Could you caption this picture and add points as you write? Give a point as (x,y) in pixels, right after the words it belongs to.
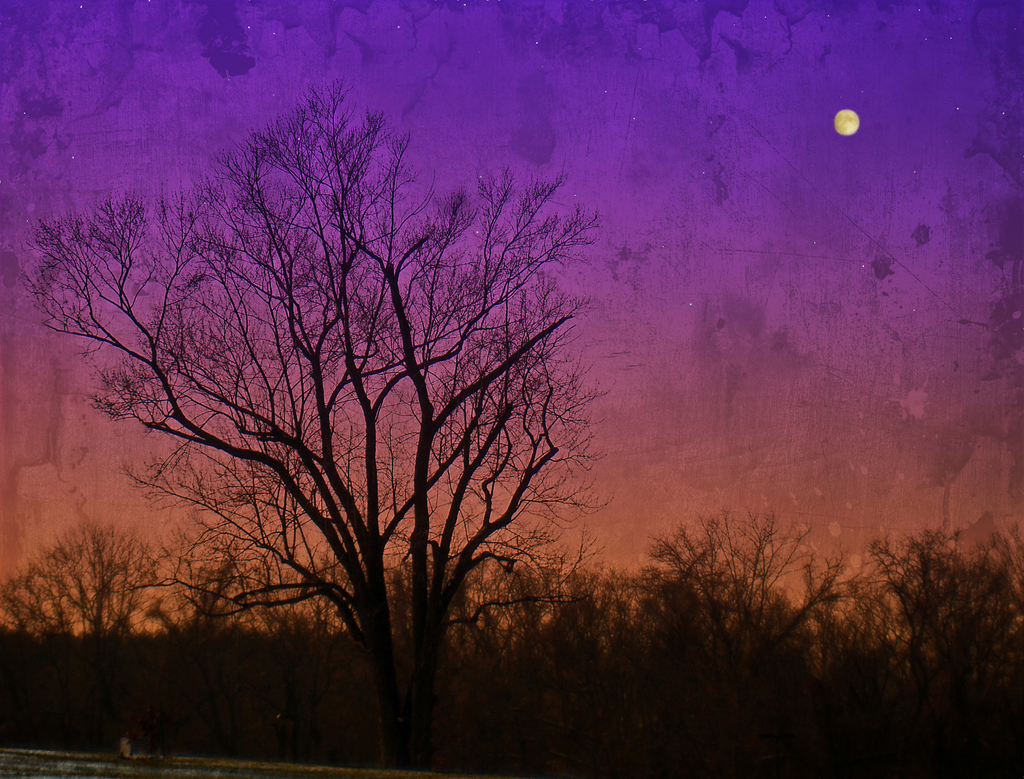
There are dry trees (747,678) and moon (844,122) is present in the sky (759,204).
